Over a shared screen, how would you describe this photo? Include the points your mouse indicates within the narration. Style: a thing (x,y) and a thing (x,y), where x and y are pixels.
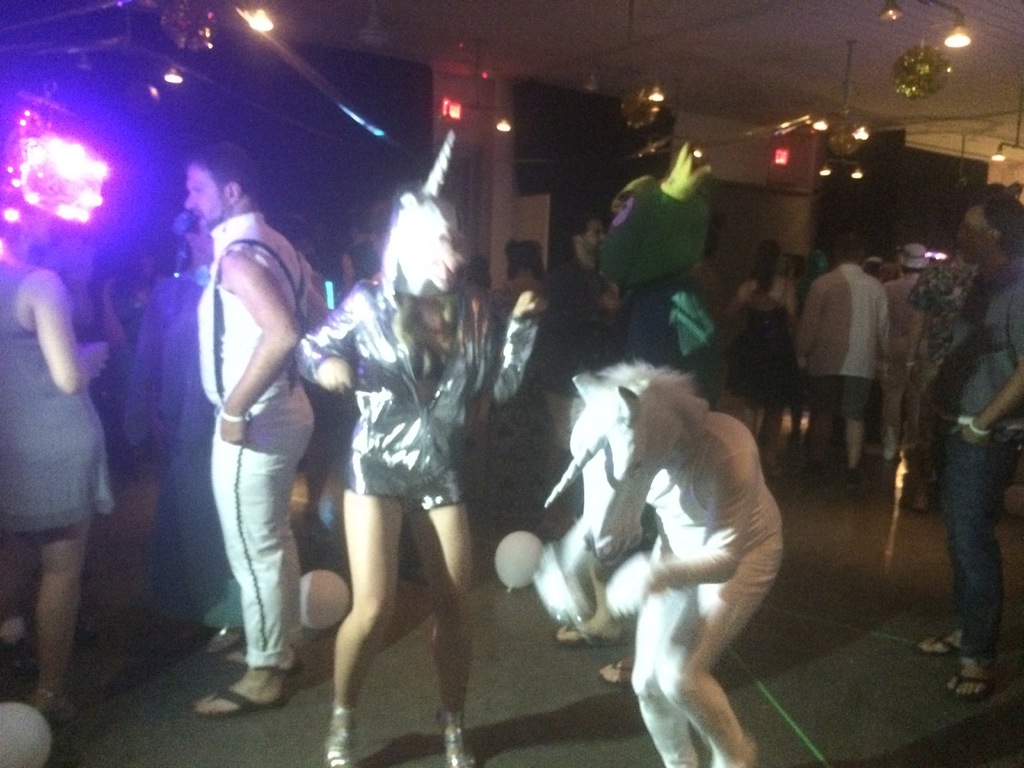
In this picture, we see three people (441,225) wearing animal costume (417,413). Behind them, there are many people (840,344) standing. At the top of the picture (441,52), we see the lights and the ceiling (975,73) of the room (516,228). At the bottom (517,551), there are balloons (307,588) in white color. This picture might be clicked in the party.
